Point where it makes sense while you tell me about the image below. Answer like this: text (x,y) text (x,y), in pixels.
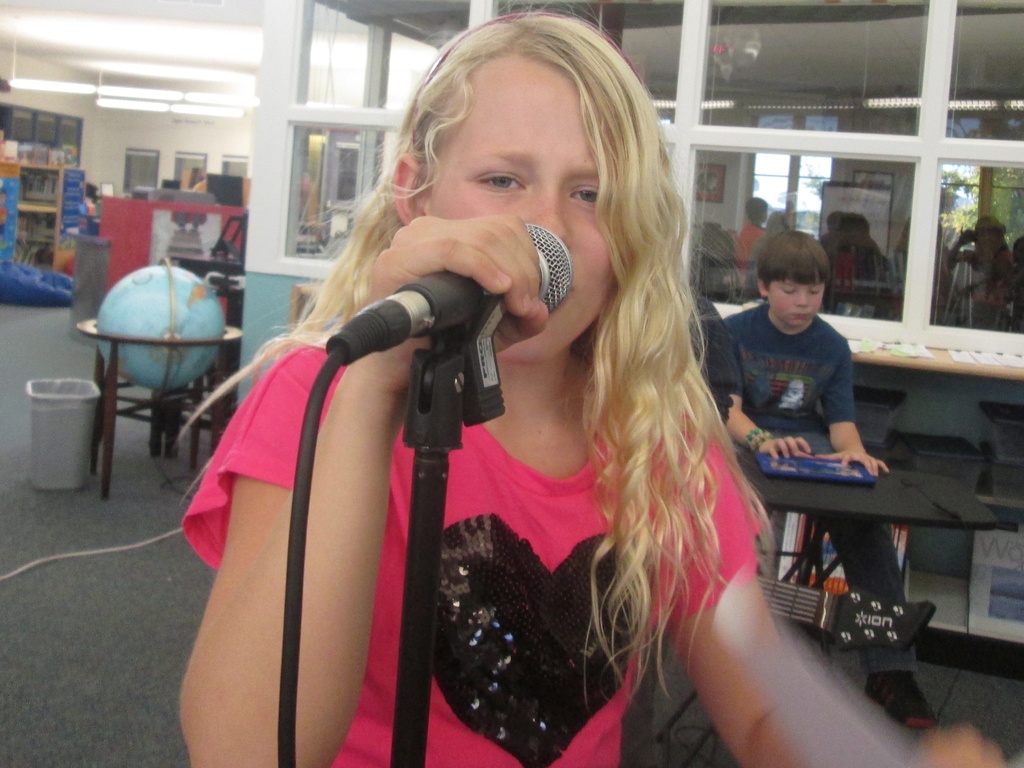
This image is clicked inside. In the front (454,482), the girl (481,727) wearing pink t-shirt (365,742) and singing in a mic (458,301). In the background (840,420), there is a boy (866,587) wearing blue t-shirt (796,344) and sitting in a chair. To the left (101,328), there is a globe (126,343). In the background (95,147), there are glass partitions (287,99) and wall (147,148) along with frames (148,161).
